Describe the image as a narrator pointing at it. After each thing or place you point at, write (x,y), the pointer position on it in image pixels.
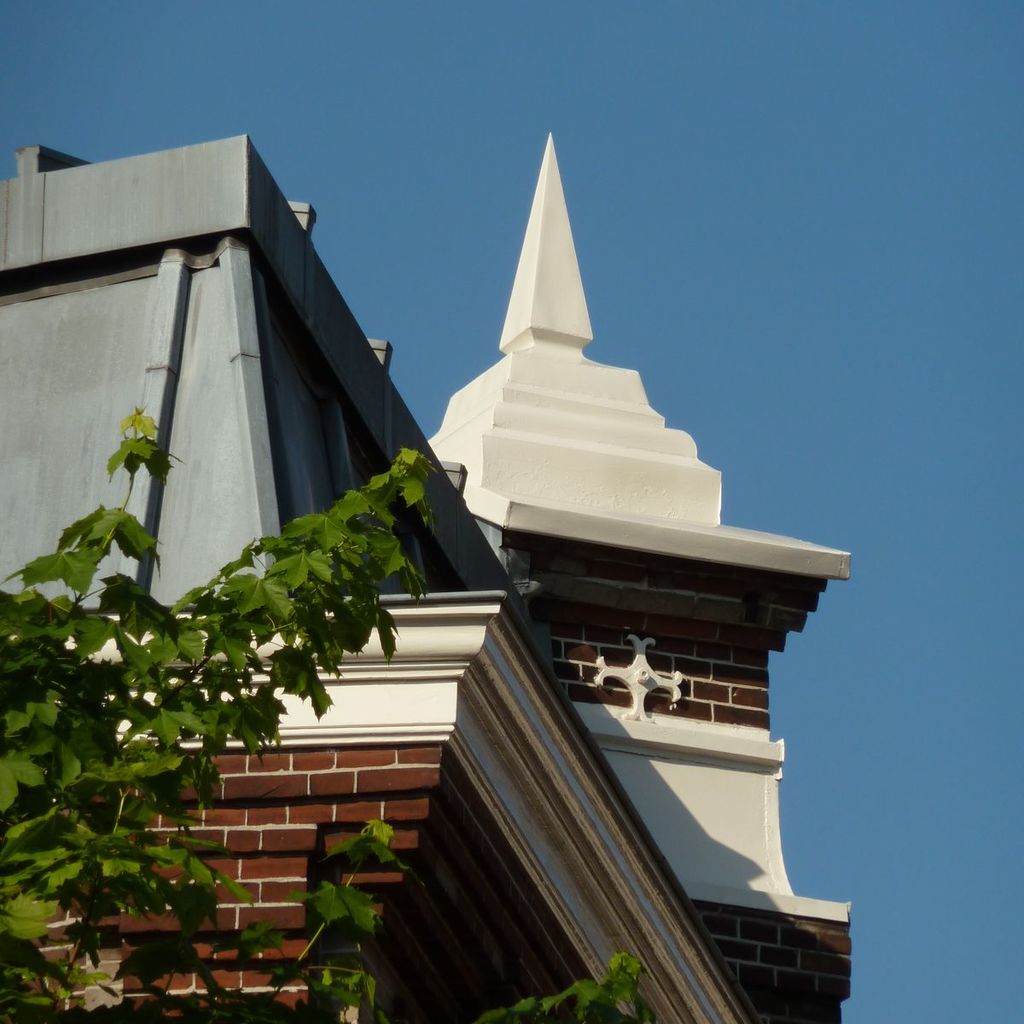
In this image we can see the building (547,657) and also the tree (284,618). In the background (738,284) sky (792,289) is visible.
